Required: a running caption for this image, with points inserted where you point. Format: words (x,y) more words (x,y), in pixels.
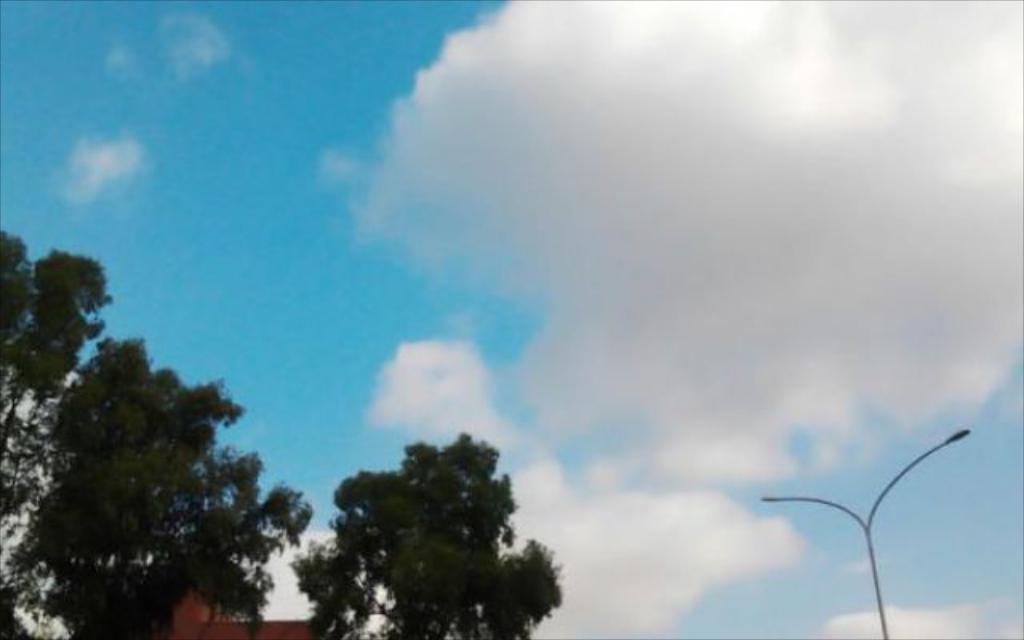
In this picture I can see there is a street light pole (873,571) and there is a building (200,599) and the sky (465,303) is cloudy.
